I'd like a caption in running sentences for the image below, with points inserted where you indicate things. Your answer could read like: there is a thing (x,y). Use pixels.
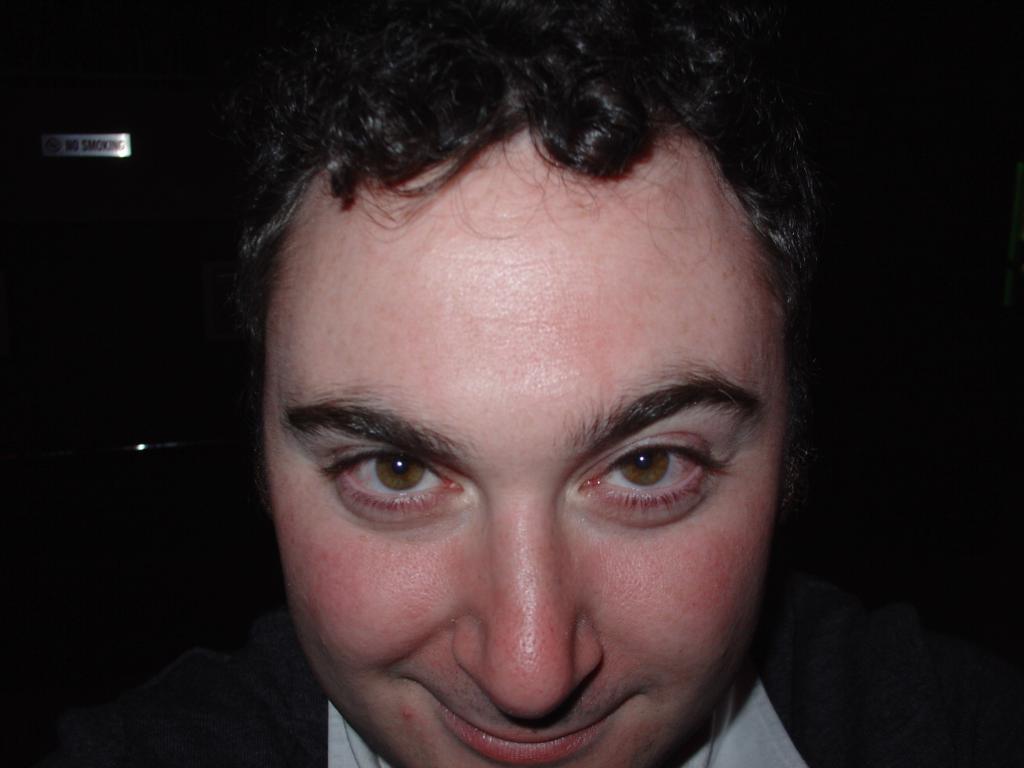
In the foreground of this picture (646,558), there is a man (644,489) having smile on his face (665,638). The background (125,153) is dark with light focus of a sign board (126,140).
